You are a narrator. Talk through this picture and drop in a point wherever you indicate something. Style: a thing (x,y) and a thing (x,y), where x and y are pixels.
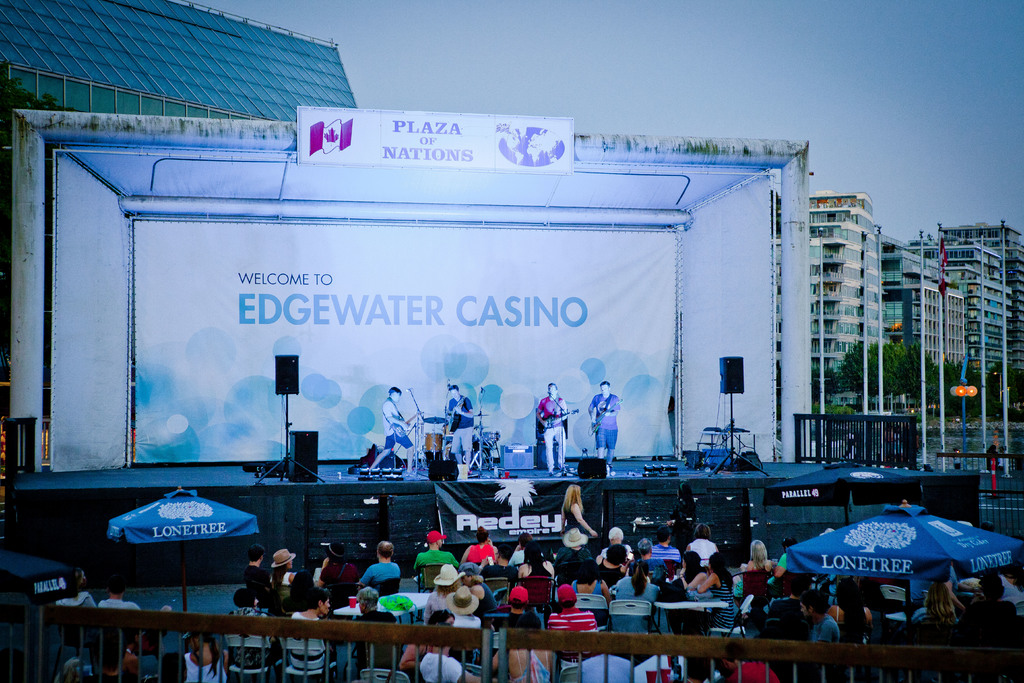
In this image we can see few people (645,581) sitting on the chairs (748,590), there are few tents (859,552), few people (552,411) standing on the stage (511,469) and playing musical instruments (431,444), there are speakers (293,452) and few objects (729,463) on the stage (712,409) and there is a banner (327,295) with text (485,308) and a board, there are few buildings (928,279), trees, poles (939,296) and the sky (849,115) in the background (938,162).
